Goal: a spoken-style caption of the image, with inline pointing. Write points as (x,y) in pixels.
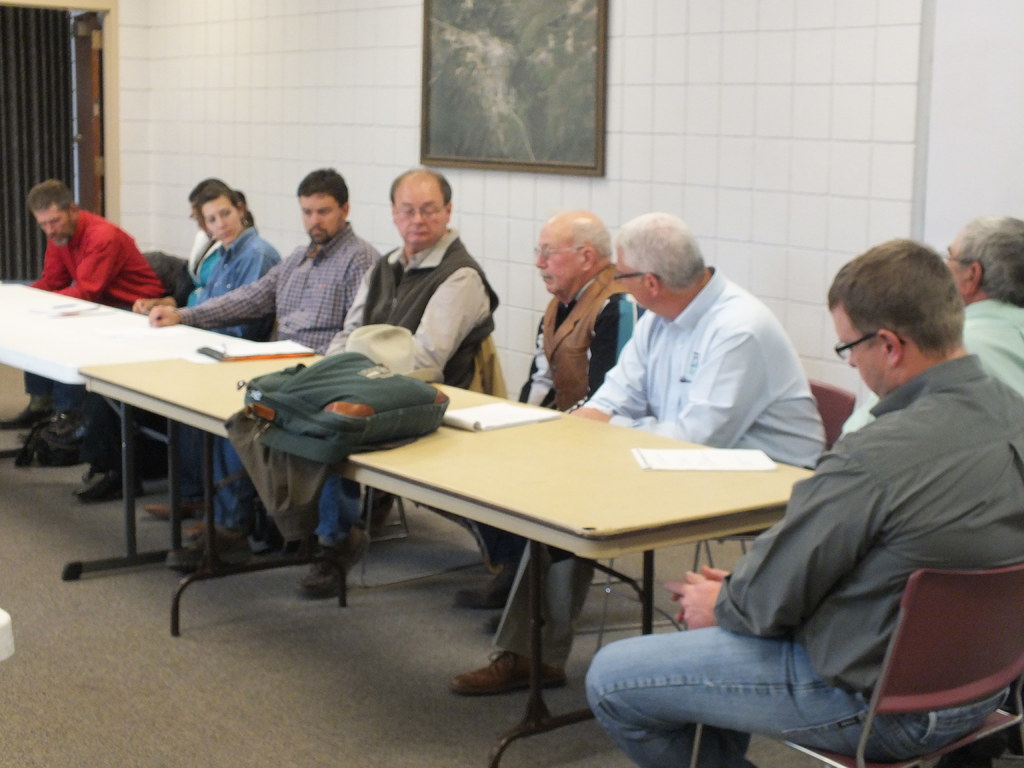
In this picture there are few people (998,458) sitting on the chair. There are tables (79,377). On the table (115,393) we can see bag (320,388), books (514,417), paper (660,455). On the background (633,113) we can see wall (314,79) and frame (464,101). This is curtain (42,114). This is floor (193,719).
